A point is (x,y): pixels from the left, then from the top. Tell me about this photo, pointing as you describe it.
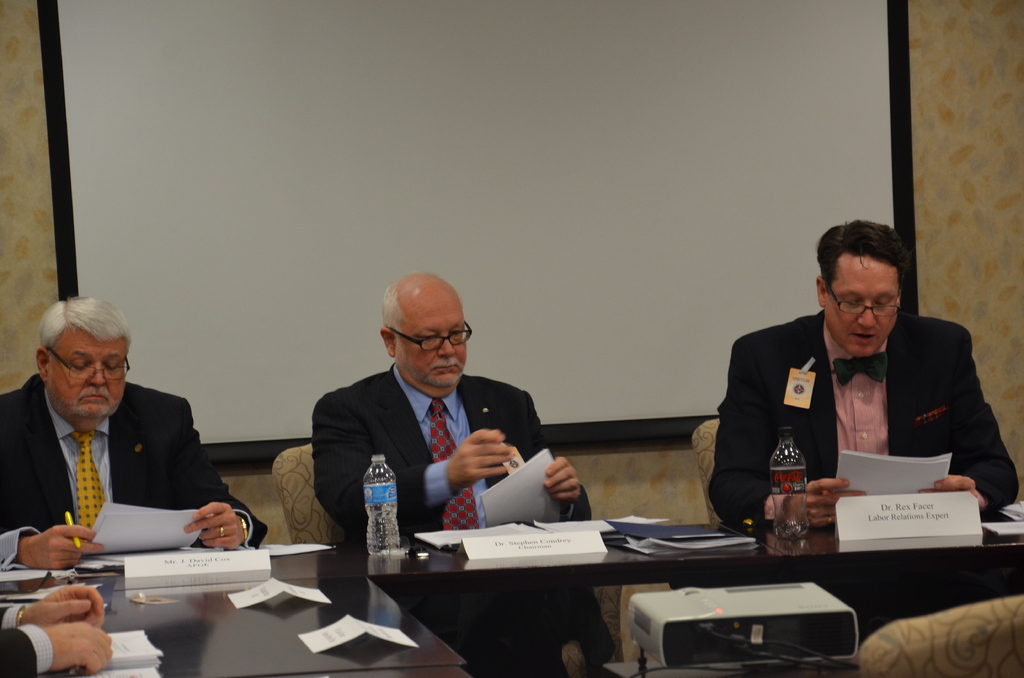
In the picture I can see three men (507,443) are sitting on chairs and holding papers (532,514) in hands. These men (432,420) are wearing spectacles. I can also see papers (273,586), bottles (394,529) and some other things (937,533) on the table (165,665). In the background (490,244) I can see a projector screen (458,248) and a wall (693,470).
